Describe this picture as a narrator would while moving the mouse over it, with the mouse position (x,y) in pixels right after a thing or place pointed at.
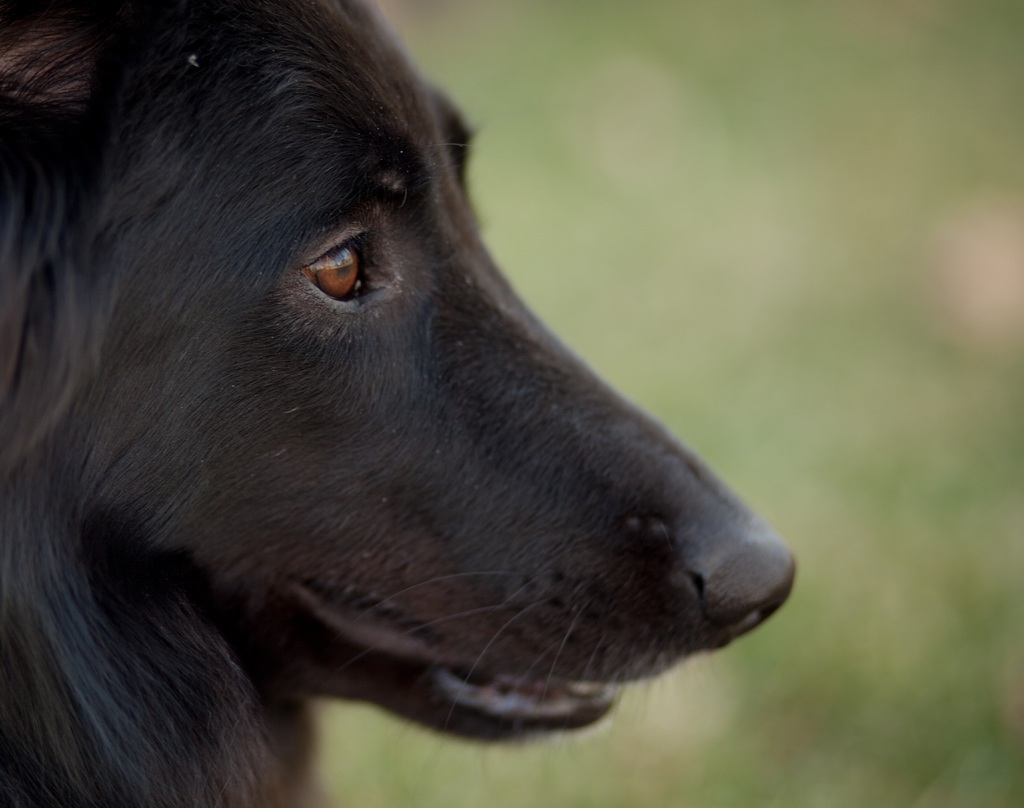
In the front of the image (359,307) I can see a dog face (331,281). In the background of the image (741,246) it is blurry.
